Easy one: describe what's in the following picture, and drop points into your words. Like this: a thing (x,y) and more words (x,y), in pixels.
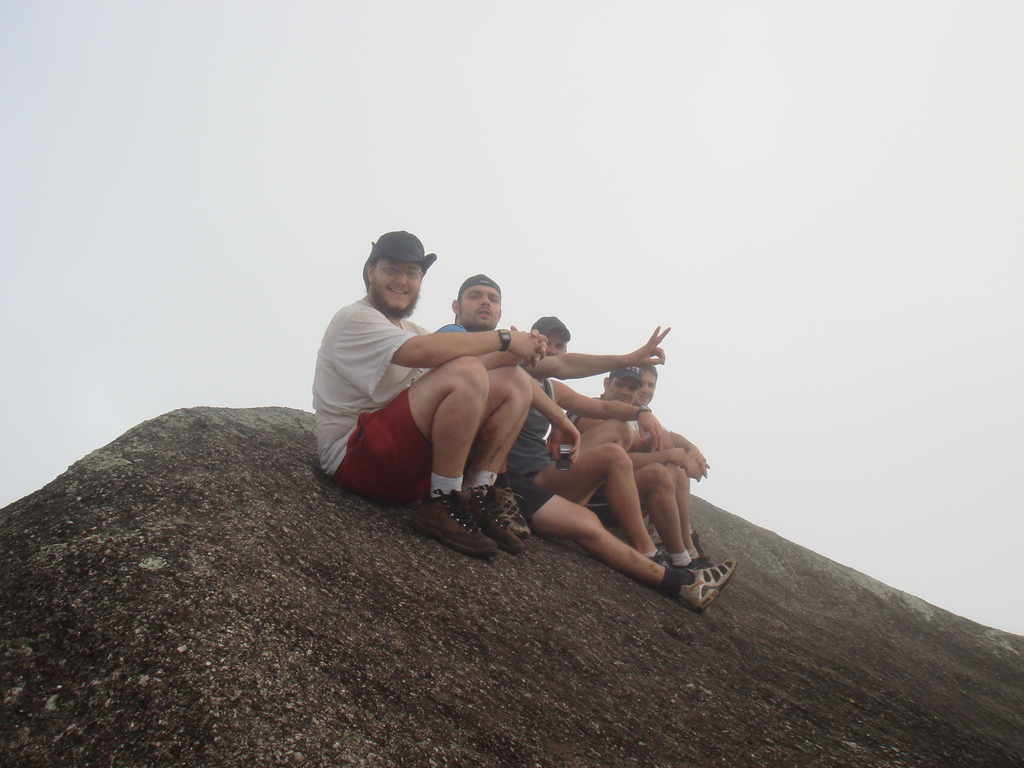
In this image I can see group of people (473,393) sitting. The person (354,376) at front (341,374) wearing white shirt (373,379), red short (370,427), at the back (528,265) I can see sky (437,138) in white and blue color.
